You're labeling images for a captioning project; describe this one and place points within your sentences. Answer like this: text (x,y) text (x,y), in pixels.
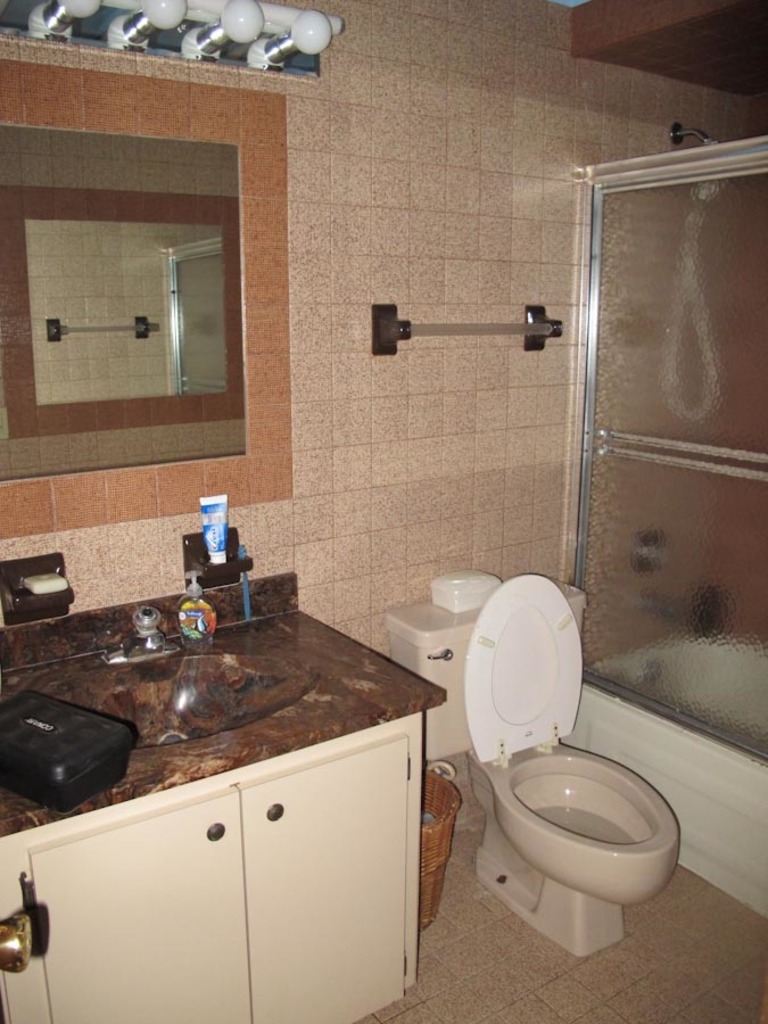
In this image, we can see sink (208,691) with tap (148,646), cupboard (294,801), dustbin (444,836), commode (495,857) and few objects (464,586). Here we can see the wall (423,472), mirror (52,348), rod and bulbs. At the bottom (596,996), there is a floor (641,979). On the right side of the image (643,514), we can see the glass object (683,430). Through the glass (680,545) we can see bathtub (678,685) and few things (683,608). In the mirror (107,361), we can see some reflections (96,315).
